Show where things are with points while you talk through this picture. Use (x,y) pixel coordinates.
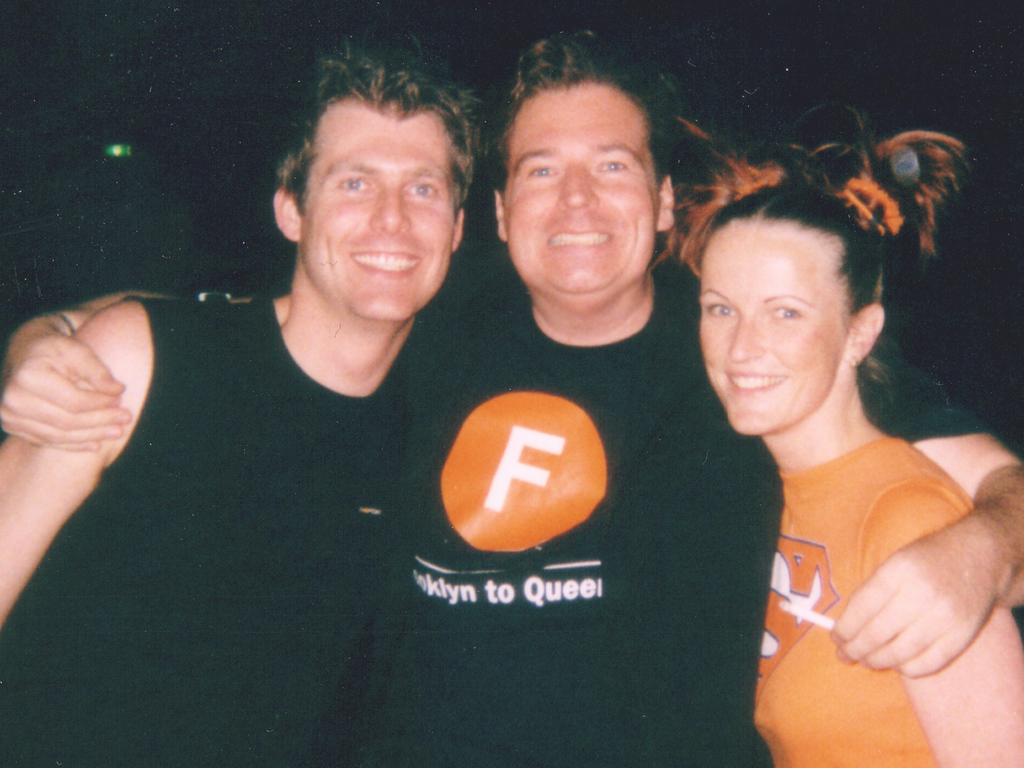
In this picture we can see three people (490,515) are standing, smiling and in the background (477,81) it is dark.
